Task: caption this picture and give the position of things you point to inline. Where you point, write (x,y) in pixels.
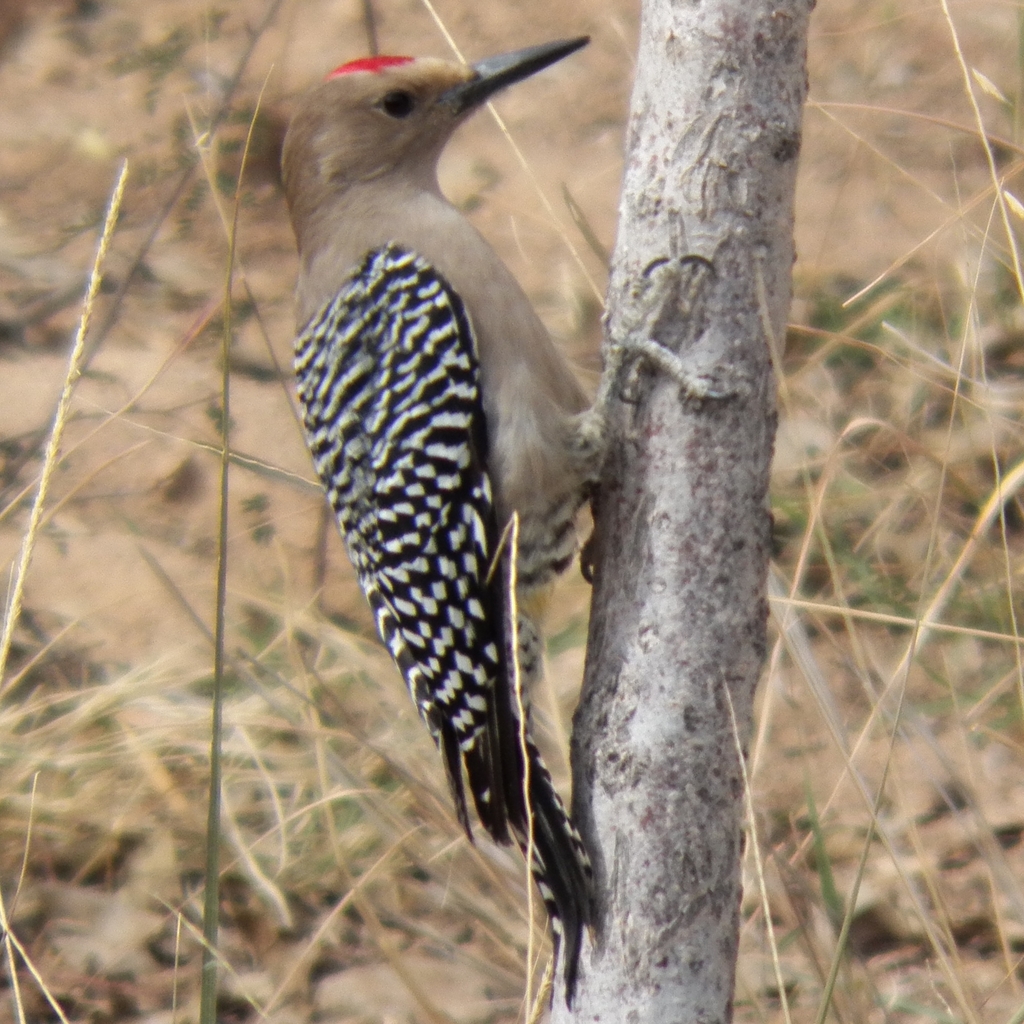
In this image there is a bird (685,378) on the trunk (672,390) of the tree (686,323) and the grass (914,583).
